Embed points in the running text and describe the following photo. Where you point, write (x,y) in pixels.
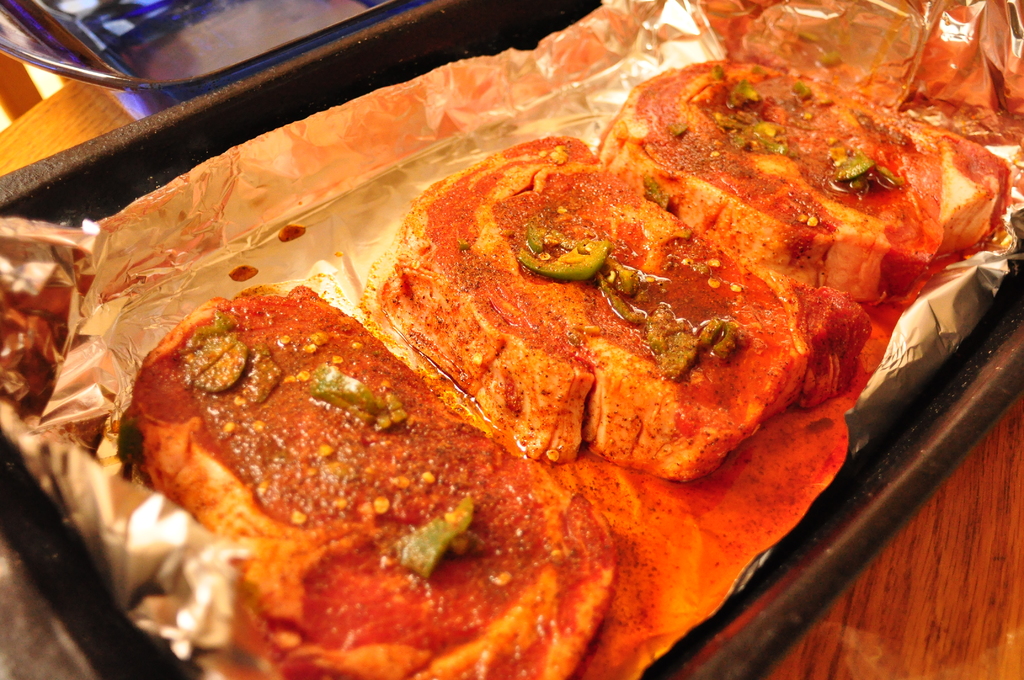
In this picture we can see food items (464,240), aluminium foil (208,240) in a tray (441,63) and this tray (87,144) is placed on the table (991,502) and in the background (224,60) we can see an object (170,59).
